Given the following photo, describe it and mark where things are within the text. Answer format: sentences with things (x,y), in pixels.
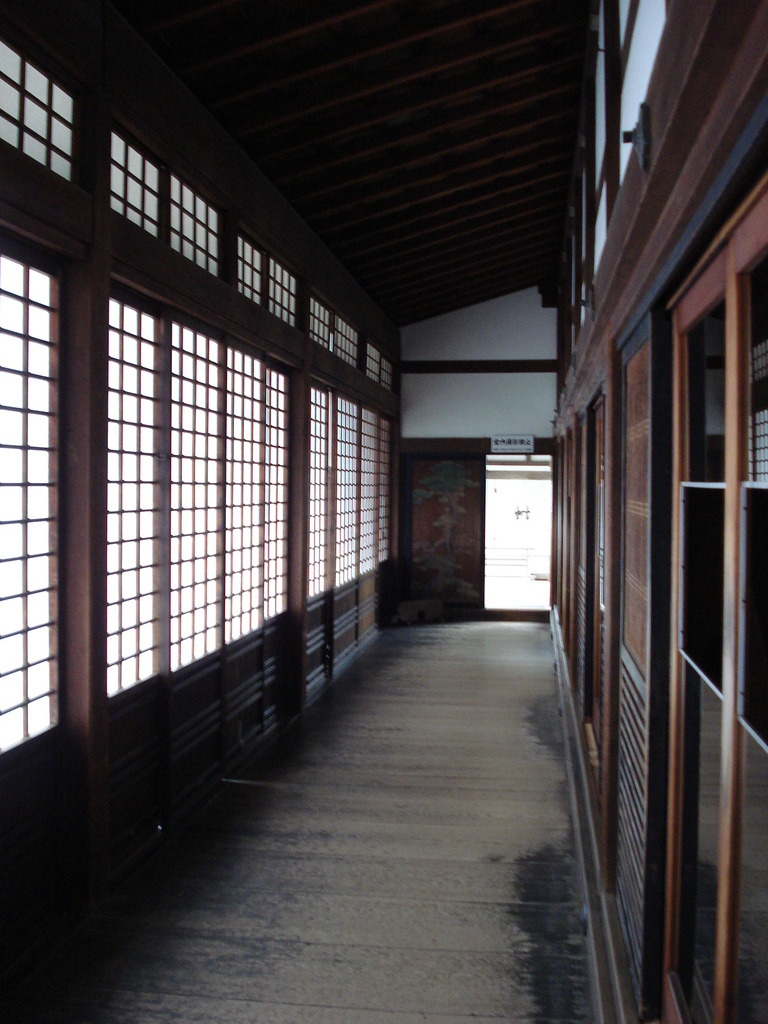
This picture is clicked inside the building (380,888). At the bottom (380,888), we see the floor (437,833). On the right side (620,597), we see the wooden wall (635,711) and the window (763,714). On the left side (162,326), we see the windows (135,499). In the background (421,492), we see the door (426,532) and a board (509,451) in white color with some text (505,445) written on it. We even see the white wall (491,398). At the top (409,124), we see the roof (318,124) of the building (281,230).
